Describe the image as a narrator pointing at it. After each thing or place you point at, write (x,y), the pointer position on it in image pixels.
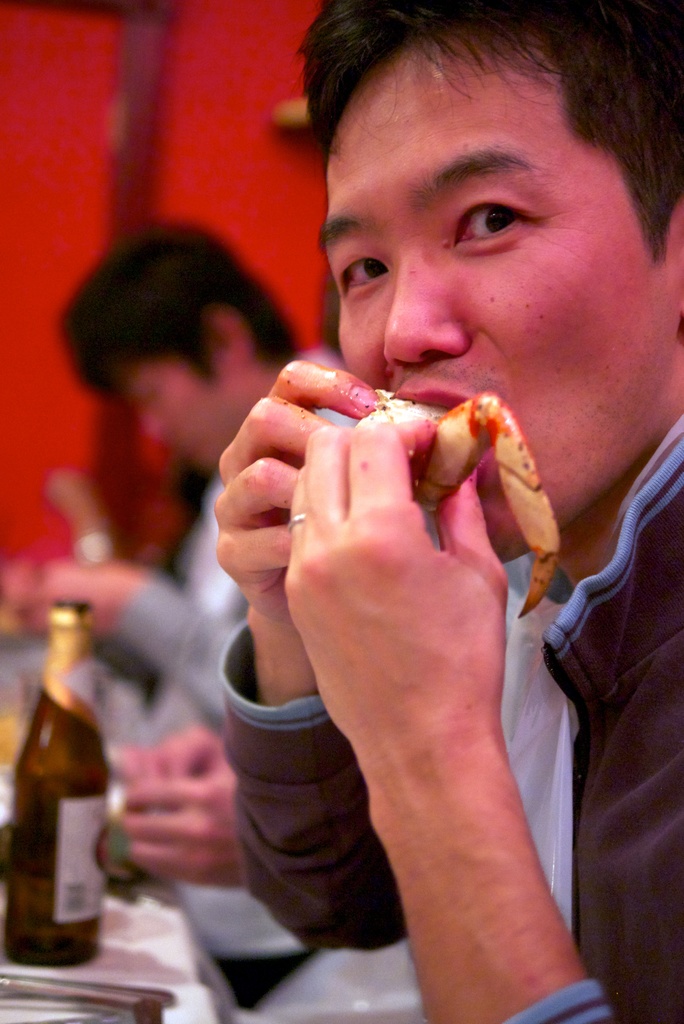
In this image I can see two people (173,358). Among them one person (365,347) is eating something. In front of them there is a bottle (71,774) on the table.
